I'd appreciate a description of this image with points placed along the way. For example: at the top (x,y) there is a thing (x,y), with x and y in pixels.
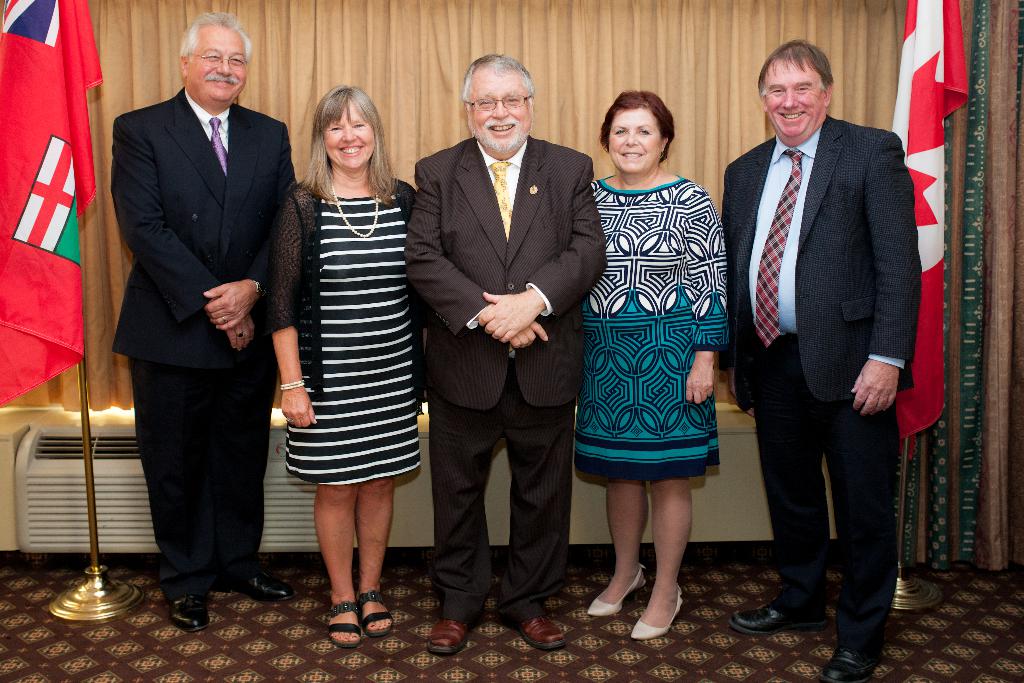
In this image we can see a group of five standing people (517,338). There is a curtain (563,37) in the image. There are two flags (921,103) in the image. There is an object (114,477) behind a group of people (157,465).
